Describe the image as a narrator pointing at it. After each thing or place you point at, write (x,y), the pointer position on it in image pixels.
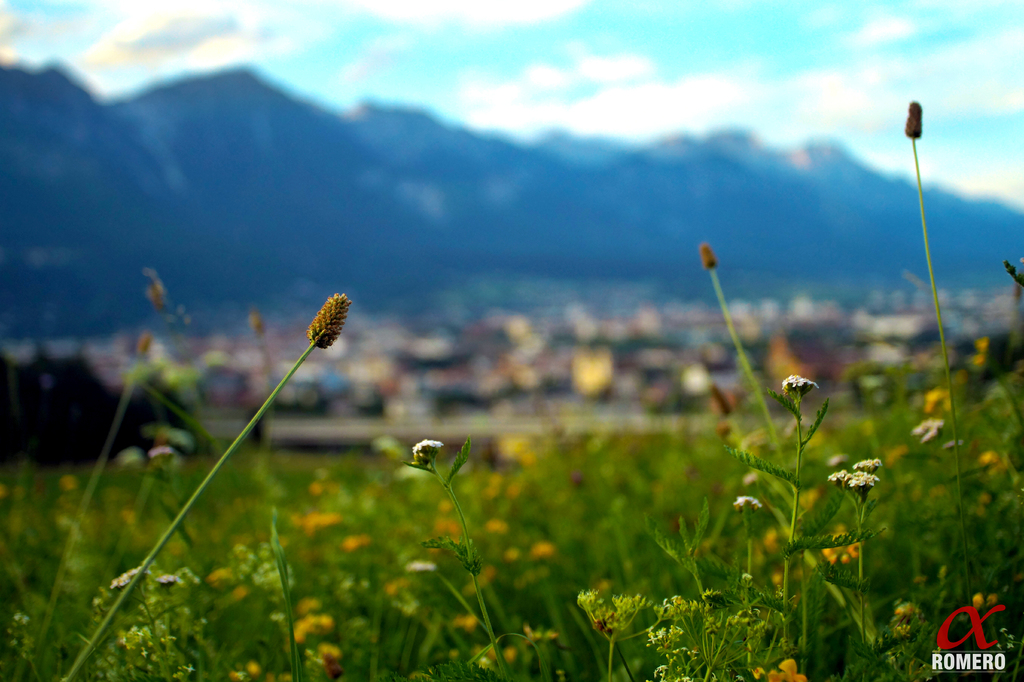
In this image we can see plants (757,563) and flowers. There is a blur background (635,285). We can see mountain (634,149) and sky (663,89) with clouds (731,87). At the bottom of the image (951,663) we can see something is written on it.
